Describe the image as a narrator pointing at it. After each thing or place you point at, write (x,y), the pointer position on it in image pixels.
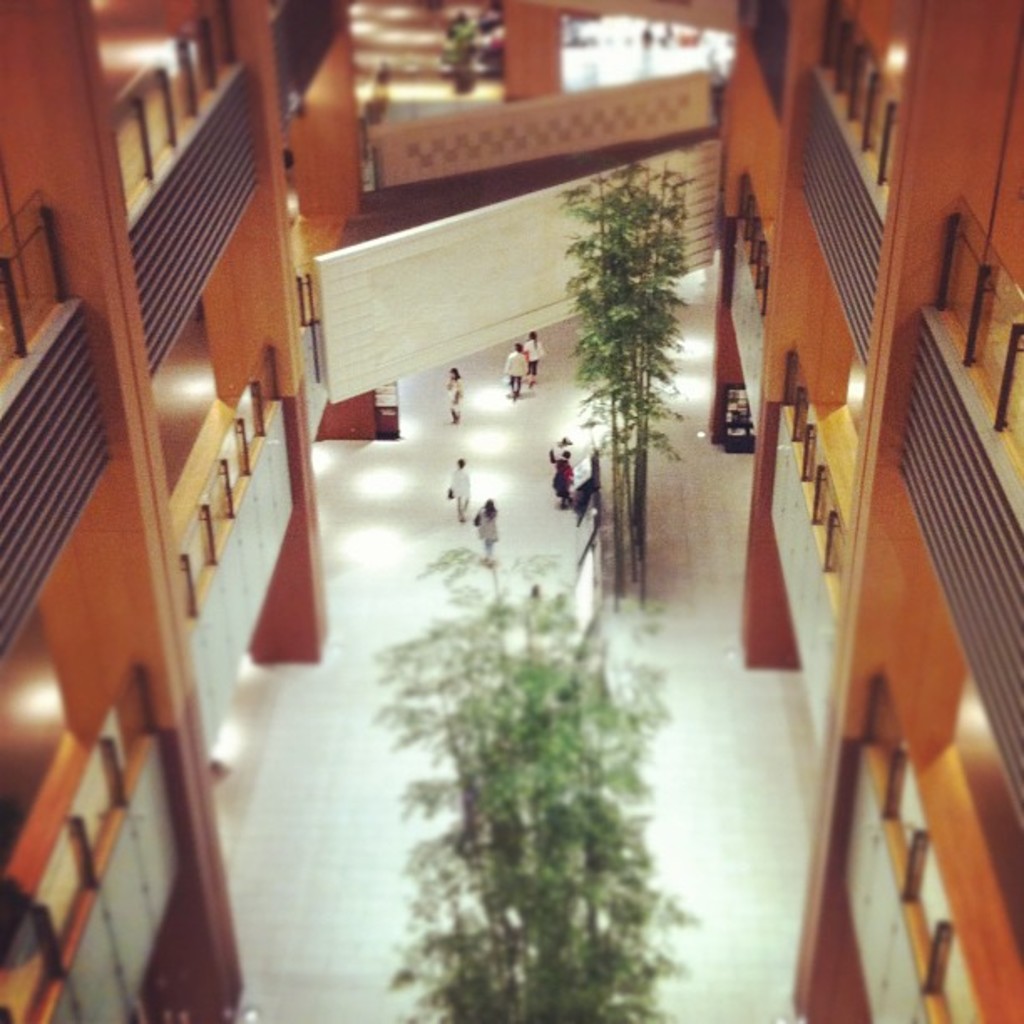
In this image I can see a building (448,133). At the bottom (531,899) there are few people (460,510) walking on the floor (470,498) and there are some trees (553,791).
